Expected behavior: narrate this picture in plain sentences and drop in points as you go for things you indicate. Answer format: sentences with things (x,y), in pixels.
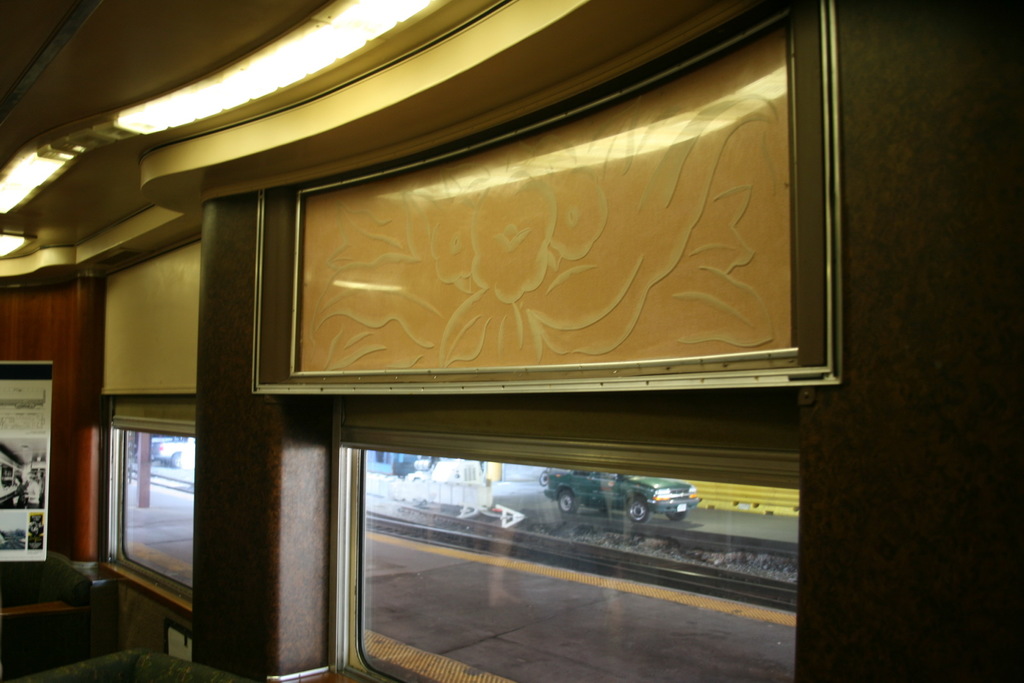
This is inside view of a room (336,130). We can see boards (380,383) on the wall (250,524), windows (143,511), chairs (167,660), hoarding board (35,515) and lights (242,83) on the ceiling (248,179). Through the window glass doors (372,539) we can see vehicles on the road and other objects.
